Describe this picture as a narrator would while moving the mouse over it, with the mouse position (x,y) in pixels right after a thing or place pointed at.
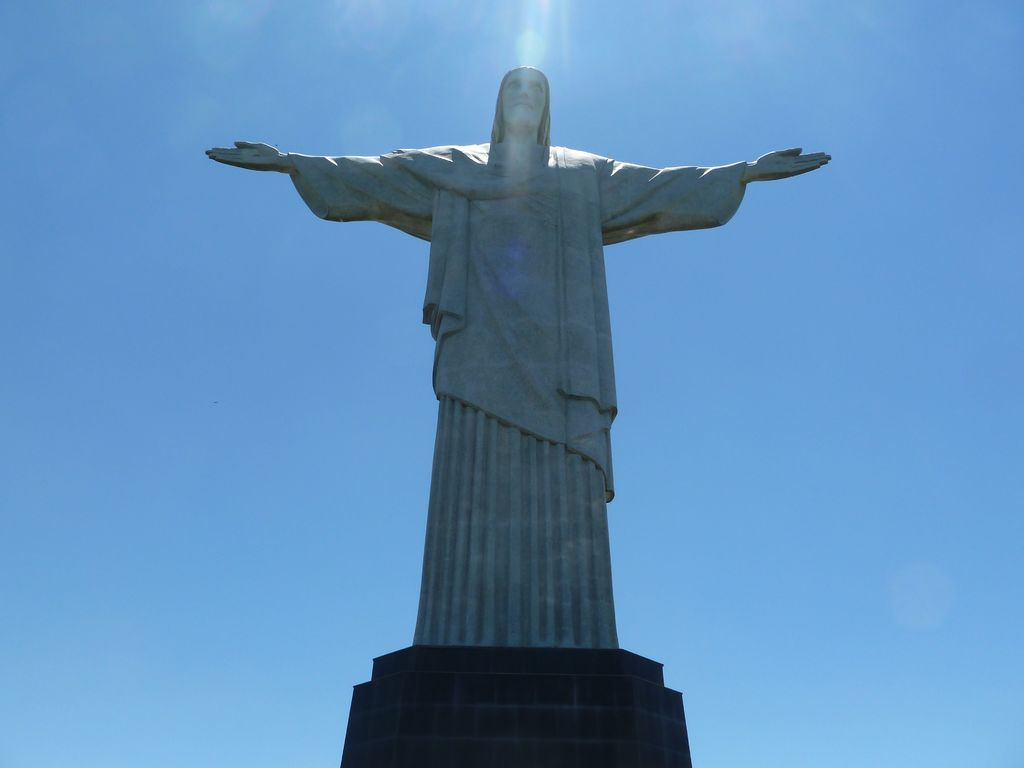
In this image we can see a statue (593,382). Sky (893,187) is in blue color.
